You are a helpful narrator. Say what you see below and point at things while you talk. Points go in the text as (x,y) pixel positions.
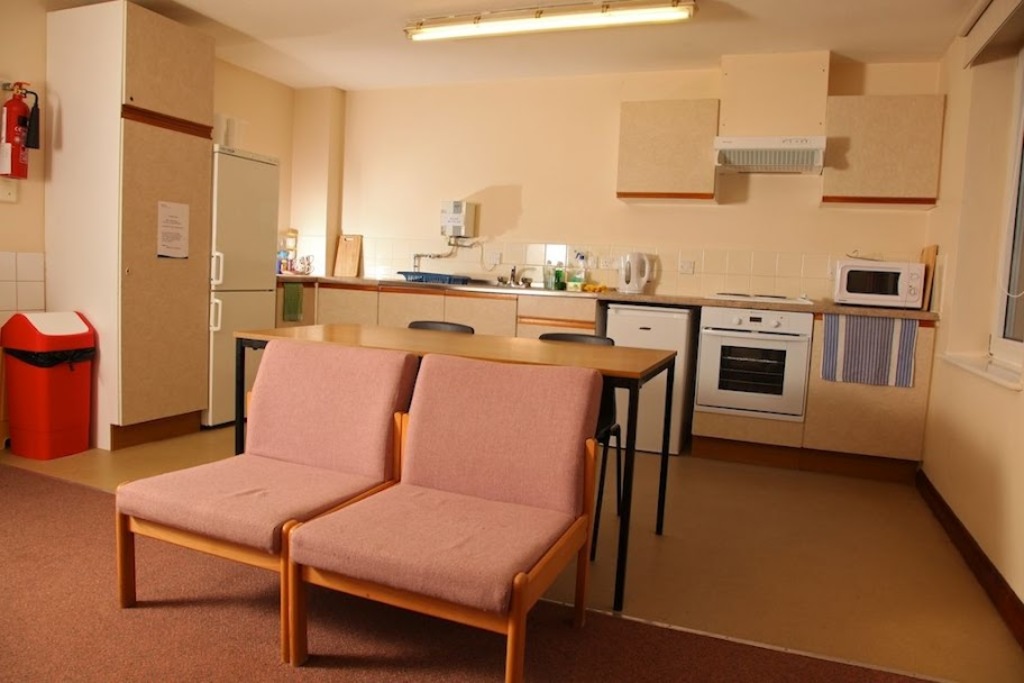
In this image I can see few chairs (344,434), a refrigerator (261,305), a dustbin (90,399) and a table (438,340).
